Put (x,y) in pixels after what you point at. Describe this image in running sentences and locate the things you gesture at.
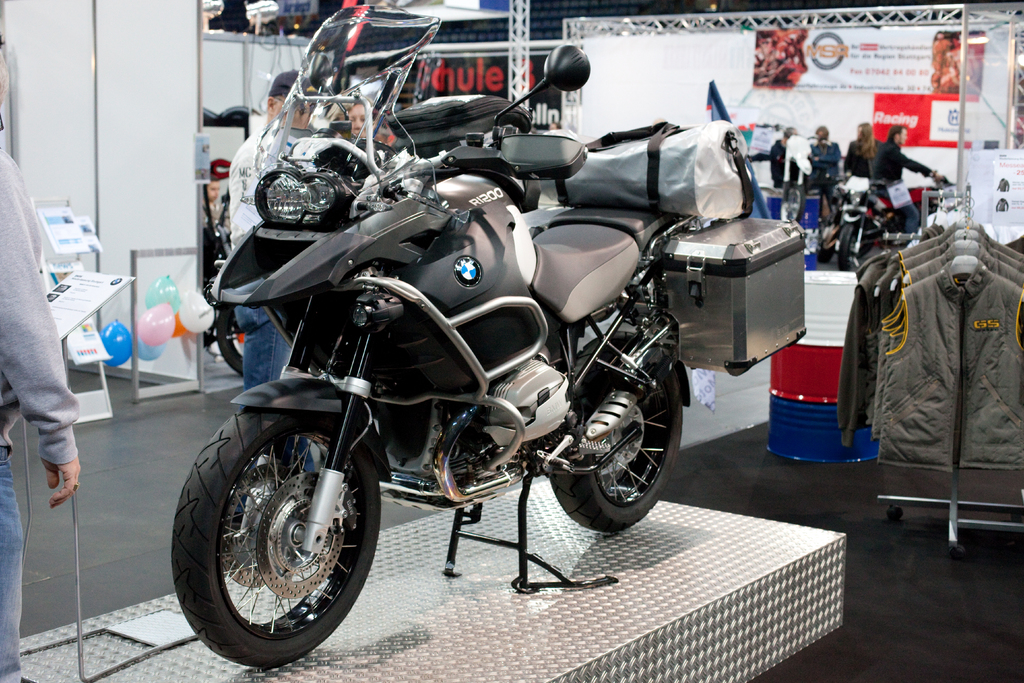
In the middle of the picture (427,379), we see a bike (445,338) in grey and black color. On the right side (1000,341), we see the jackets (1004,291) are hanged to the hangers (968,264). Beside that, we see a drum (811,386) in white, red and blue color. On the left side (15,296), we see a man (12,484) is standing. In front of him, we see the boards (68,305) in white color with some text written on it. Beside that, we see the balloons (157,329) in blue, green, pink, orange and white color. In the background (451,80), we see the banners (479,79) in white and black color with some text (461,71) written on it. We even see the people (932,173) are standing in the background (782,175).
